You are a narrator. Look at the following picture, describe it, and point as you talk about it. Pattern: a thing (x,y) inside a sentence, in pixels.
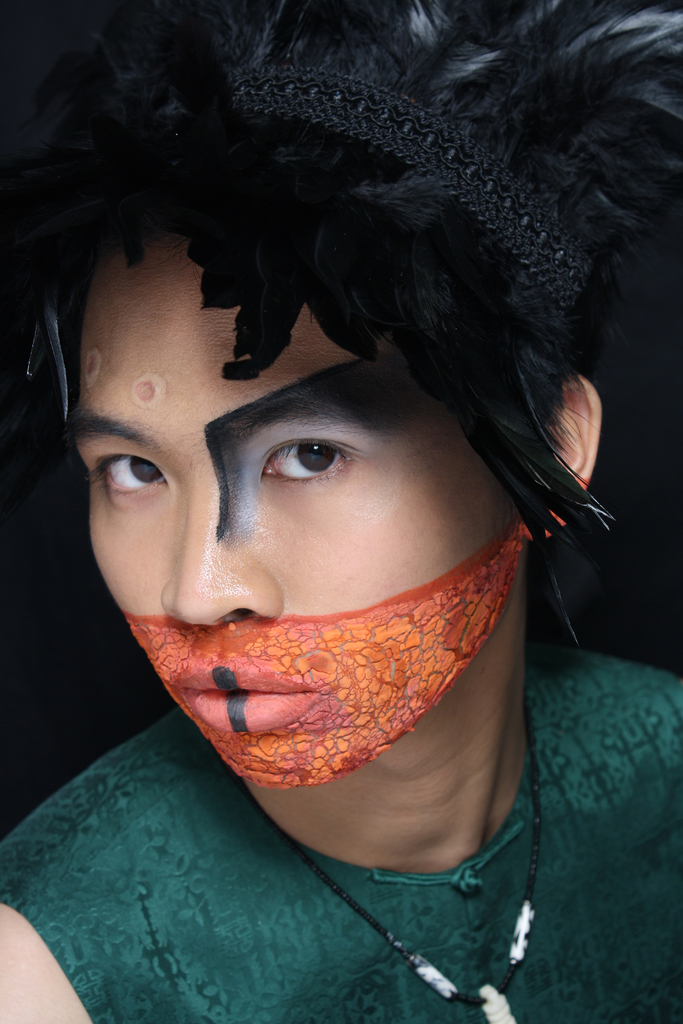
In this image there is a person (362,870). There is a feather crown (385,104) on the head (397,75) of the person (316,726). There is a painting (291,630) on the face (280,453) of the person (280,419).
